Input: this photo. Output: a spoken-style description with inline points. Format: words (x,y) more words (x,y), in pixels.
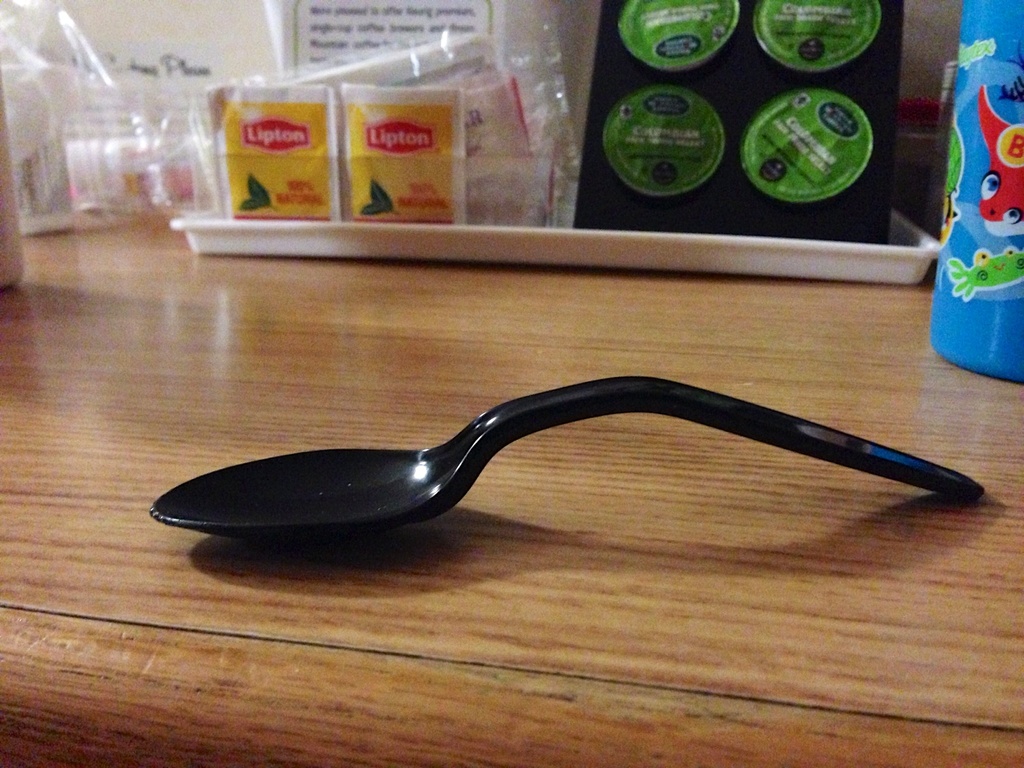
This is a wooden table (260,611) with black color spoon (525,409), white tray (651,239), blue color water bottle (989,337), and I can see some tea bags (427,126) and a black color cover (735,126) placed on the tray (466,228).
